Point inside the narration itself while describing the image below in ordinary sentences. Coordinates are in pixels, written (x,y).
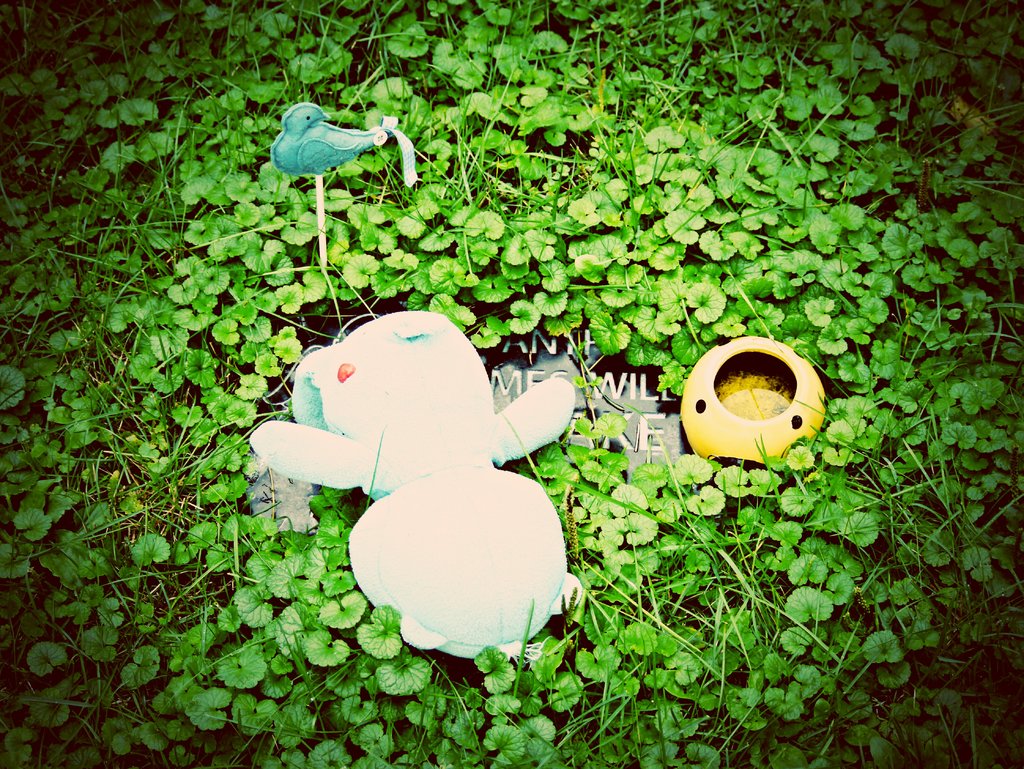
Here I can see and two toys (399,485) and a board (609,392) which are placed on the ground (203,482). On the board (641,406) I can see some text (630,401). Along with these I can see the plants (822,563) in green color.
